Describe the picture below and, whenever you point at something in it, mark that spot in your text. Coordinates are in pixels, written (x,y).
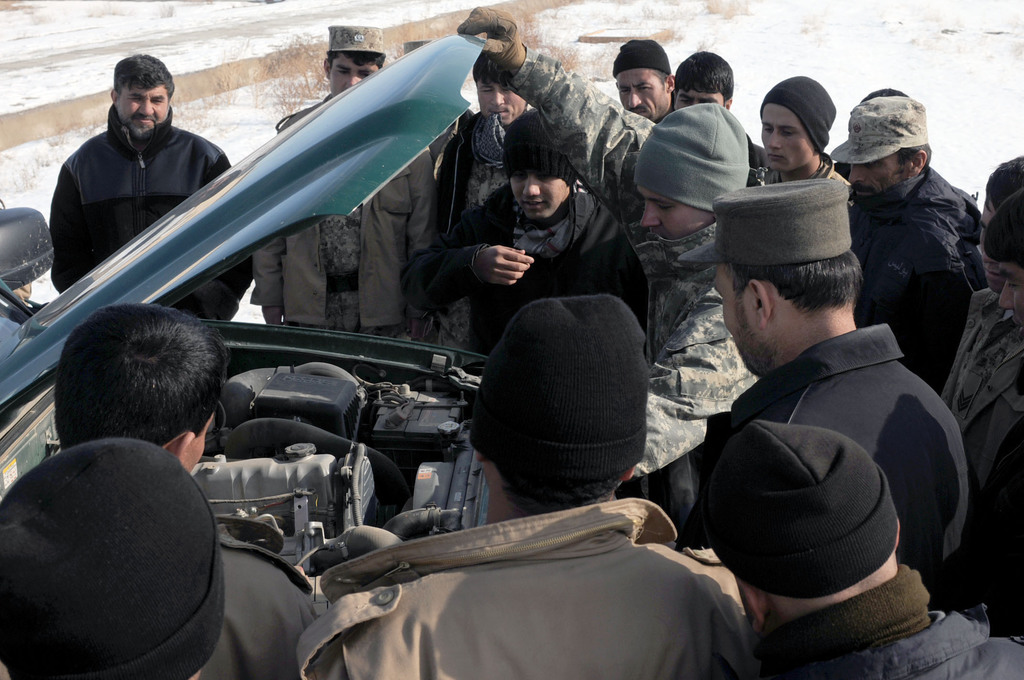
In this picture I can see there are some people (455,140) standing and there is a car (389,351) breakdown here and they are checking it. In the backdrop (221,130) I can see there are plants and snow (234,99) on the floor (238,112).
